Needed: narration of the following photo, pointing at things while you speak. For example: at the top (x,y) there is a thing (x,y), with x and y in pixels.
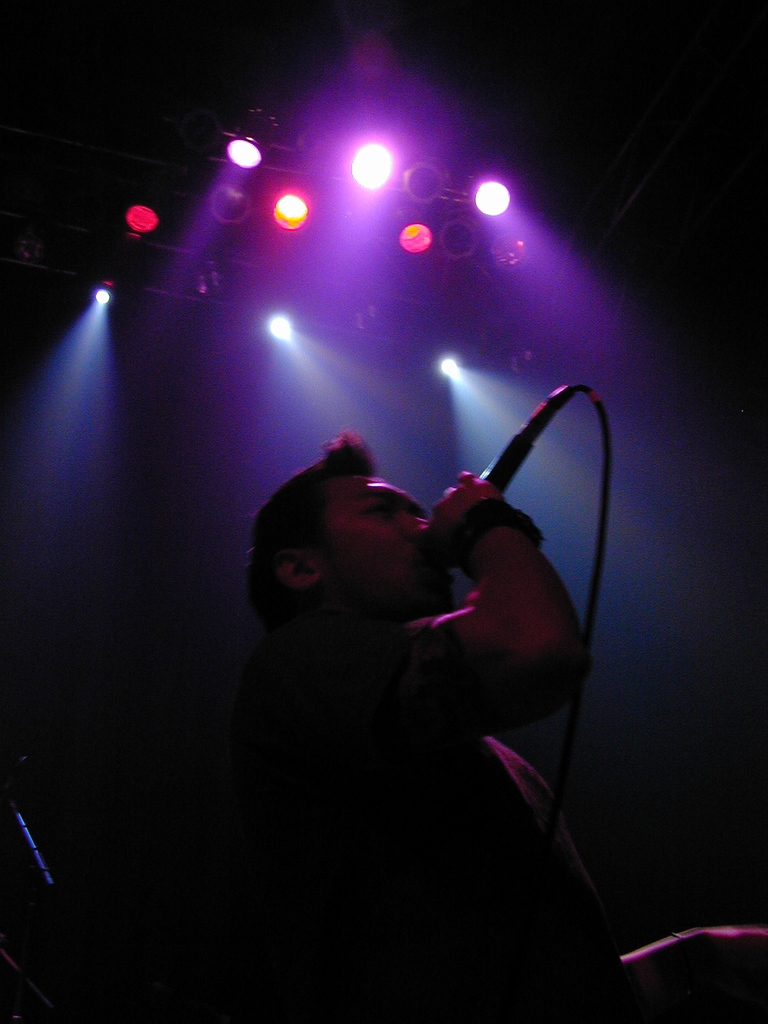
Here in this picture we can see a person (388,650) standing over a place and singing a song with a microphone (532,426) present in his hand (458,518) and above him we can see colorful lights (276,218) present on the roof (207,250) over there.
